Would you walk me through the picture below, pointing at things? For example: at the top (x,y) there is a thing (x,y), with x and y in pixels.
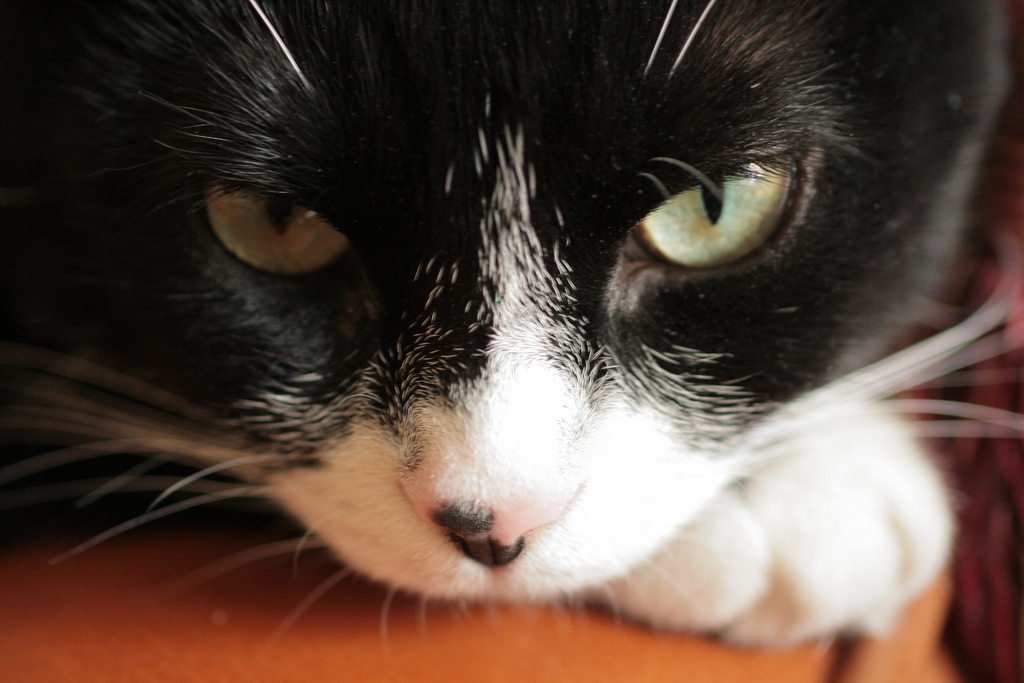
In this image we can see a cat (546,413) on the surface (115,669).
